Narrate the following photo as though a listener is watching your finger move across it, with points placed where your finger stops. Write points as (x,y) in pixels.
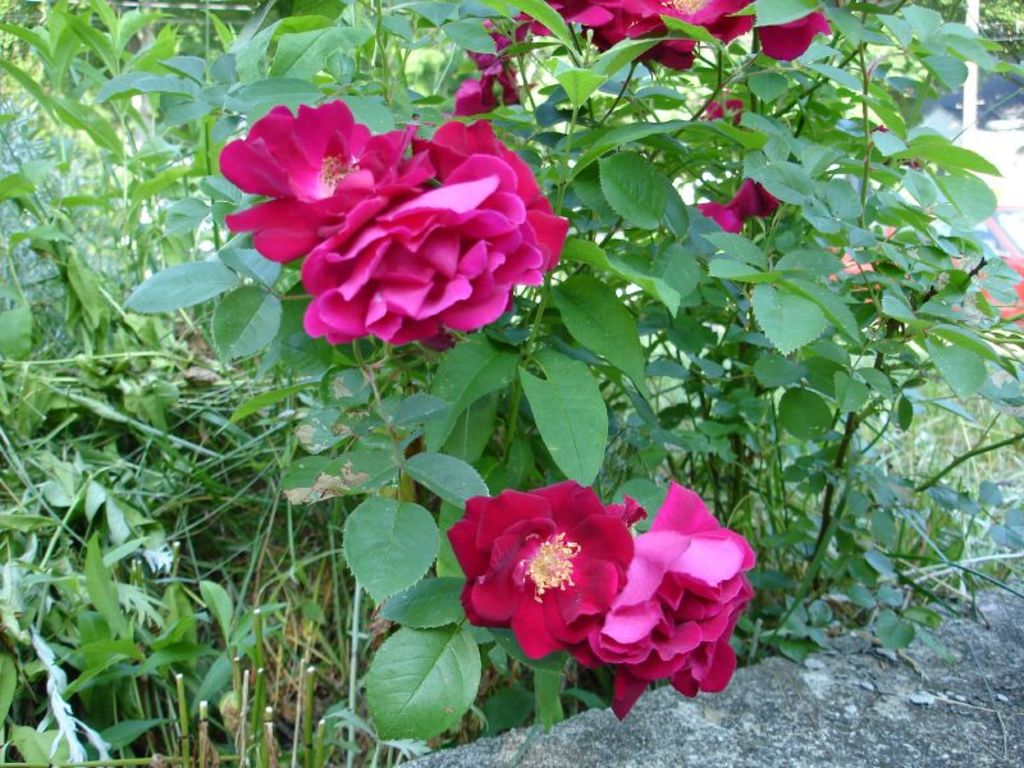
In this image we can see pink color flowers (494,231) to the plants (870,22) and in the background (995,113) there is a pole (975,89) and a vehicle (990,91).
